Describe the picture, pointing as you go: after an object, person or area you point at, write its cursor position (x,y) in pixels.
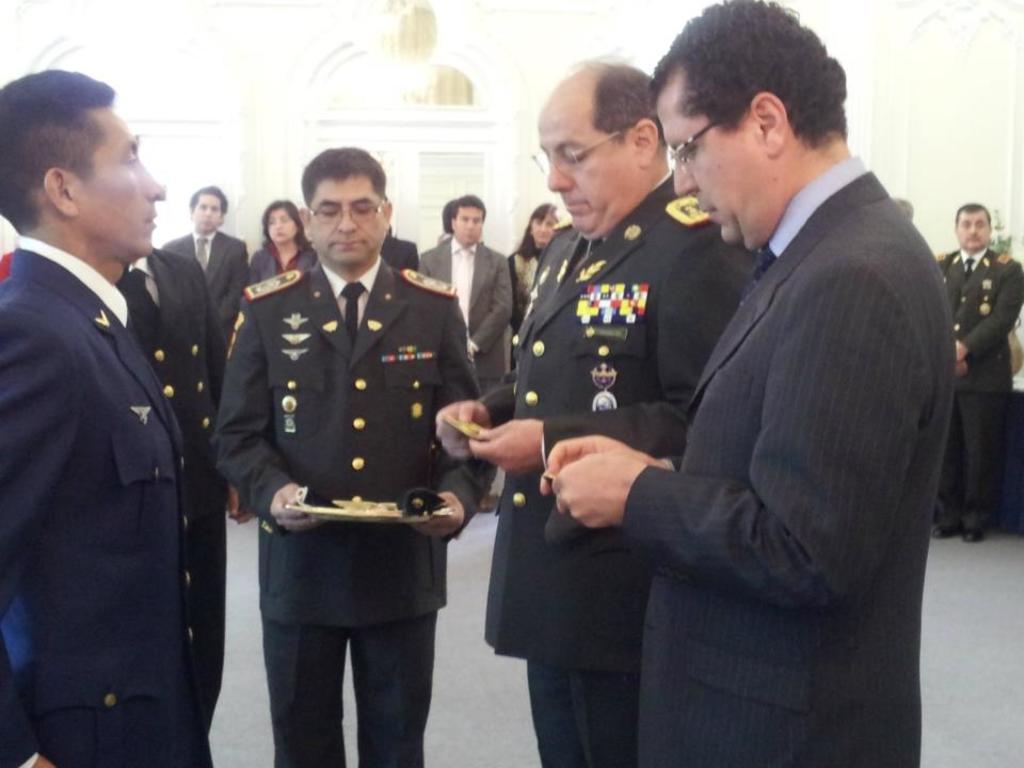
In the image there are few men (293,451) standing in the front (808,436) wearing suits (794,540) and holding badges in their hand (480,434), they most are officers (60,154), in the back (221,215) there are many persons (1009,291) standing in front of wall (591,12).
